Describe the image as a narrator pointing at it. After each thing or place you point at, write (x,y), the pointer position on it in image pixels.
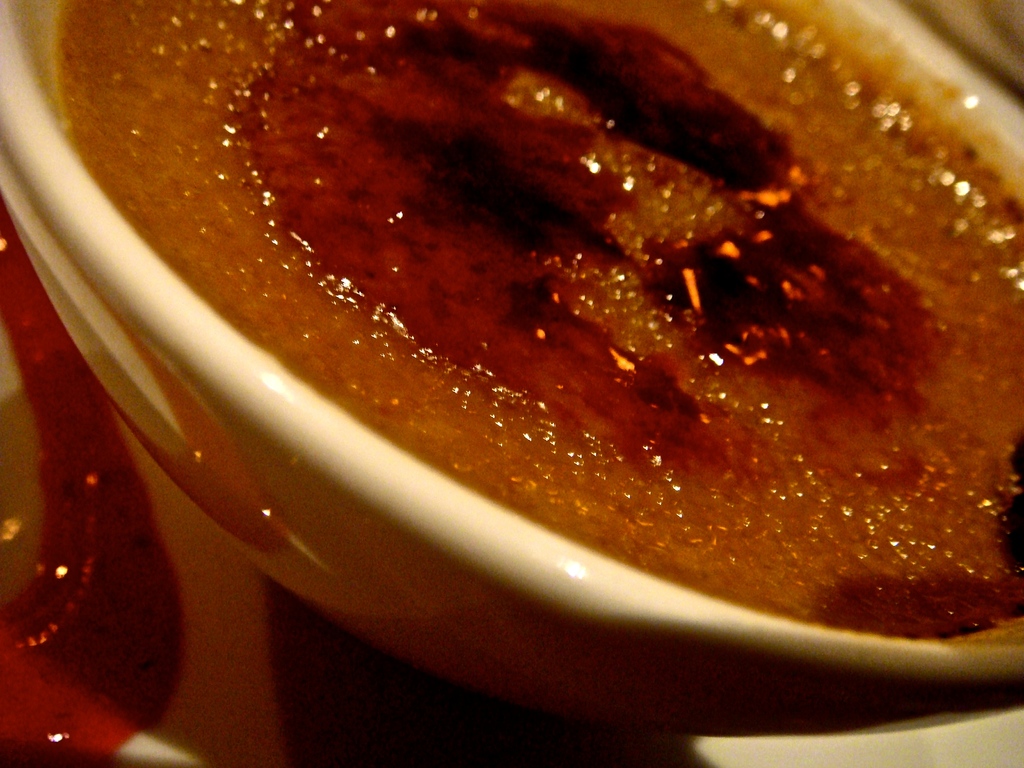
In this image I can see a bowl (79,214) which consists of some food item (596,256). On the left side (92,572) there is an object (128,560).
